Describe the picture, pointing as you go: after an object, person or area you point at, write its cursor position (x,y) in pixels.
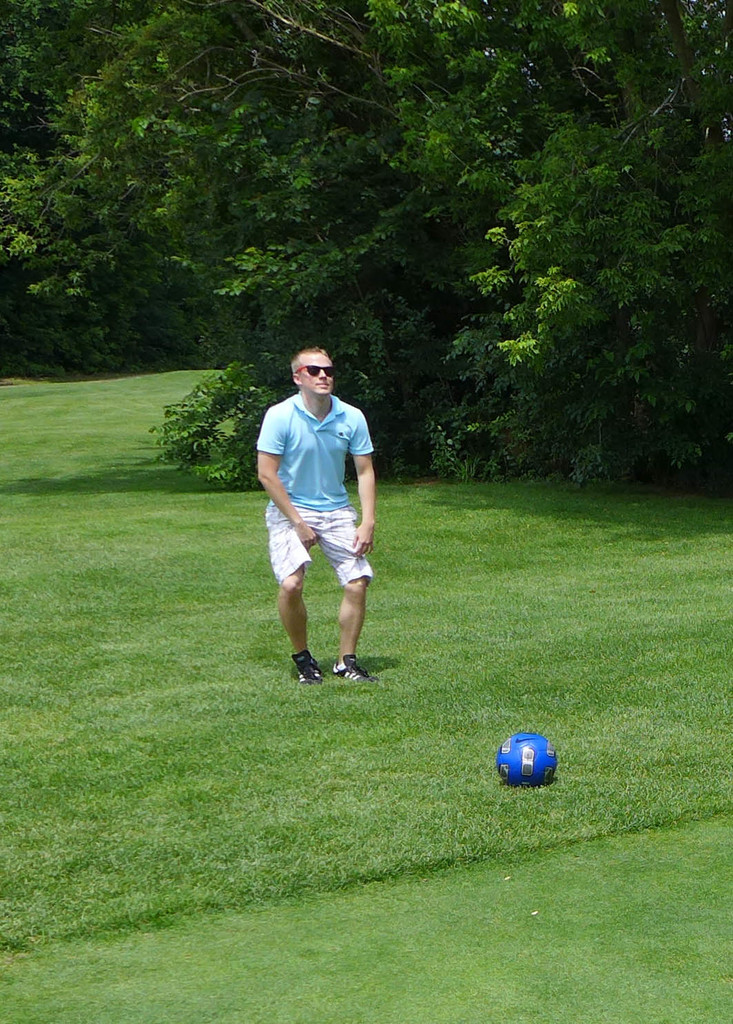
In this image we can see a man (323,528) standing in the ground (366,707) and a ball (513,757) in front of him, there are few trees (386,133) in the background (413,181).
